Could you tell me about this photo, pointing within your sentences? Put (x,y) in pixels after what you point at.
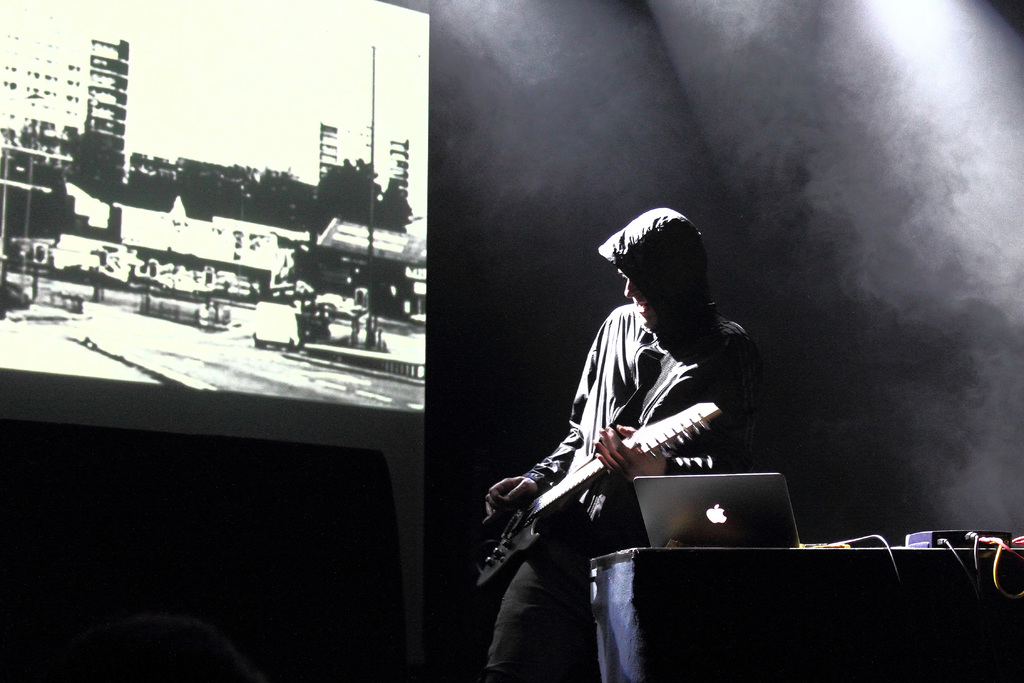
Man (752,428) is playing the guitar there is a laptop (778,487) beside of him and a projected image (163,337) on the left (125,147).
